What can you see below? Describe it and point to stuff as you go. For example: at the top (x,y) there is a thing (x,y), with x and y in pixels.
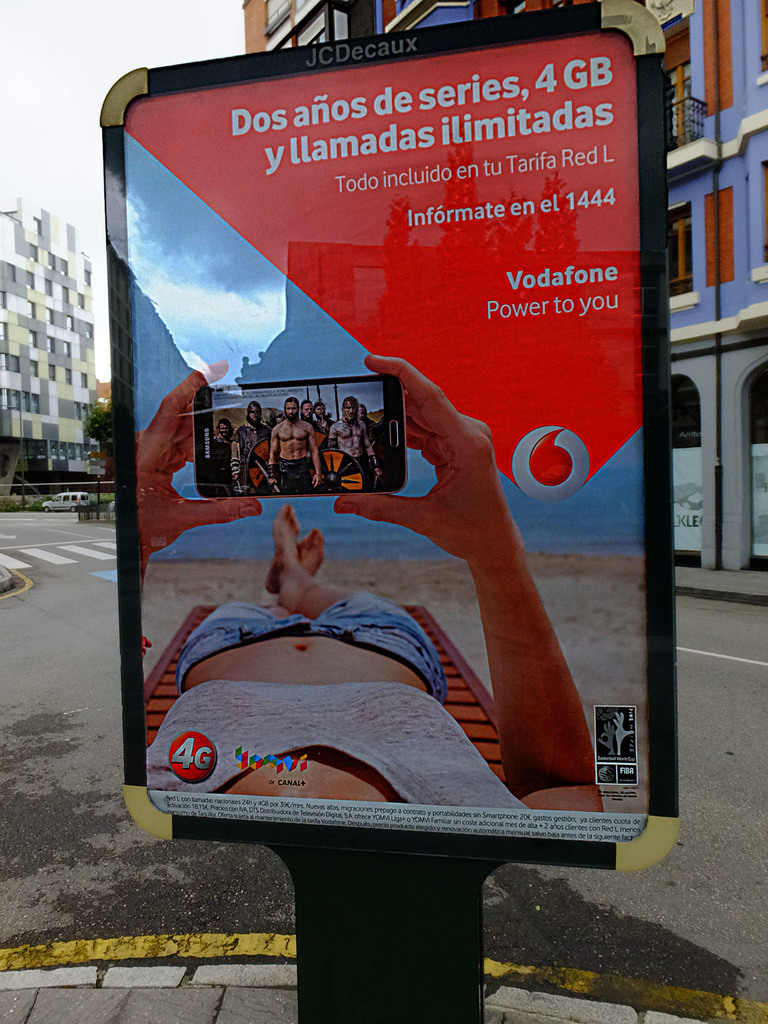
In this picture we can see a poster (304,648) with some people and a mobile unit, vehicle (74,500) on the road (47,580), buildings (71,430) with windows (55,258), tree (93,407) and in the background (52,142) we can see the sky (34,73).
